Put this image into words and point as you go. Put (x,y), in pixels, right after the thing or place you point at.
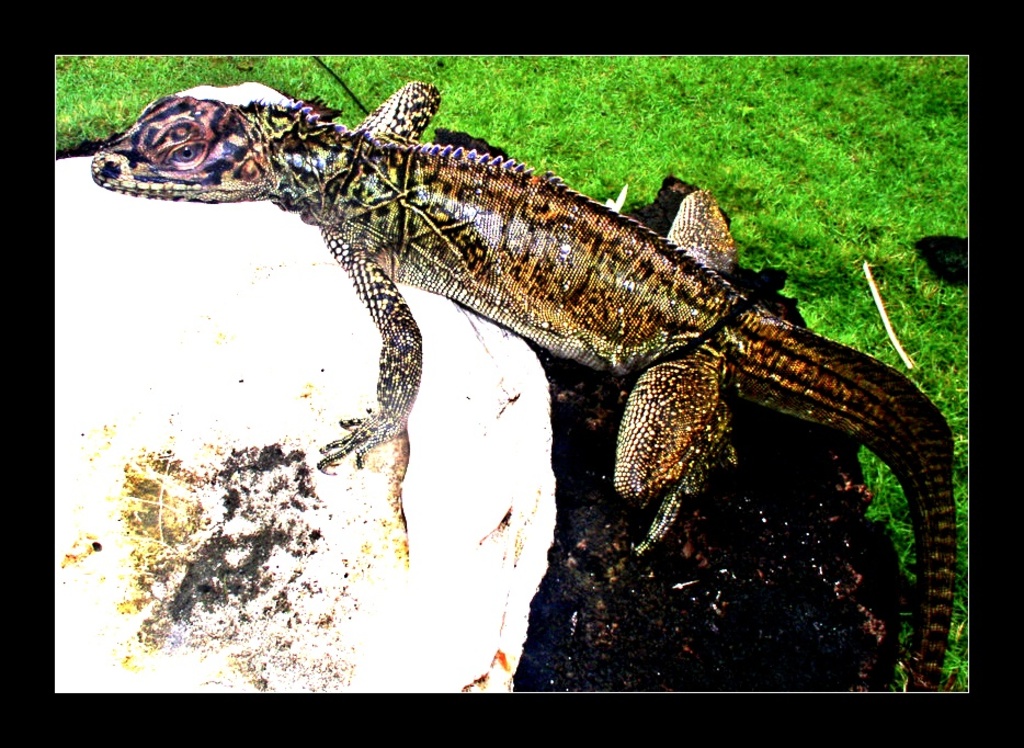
In this image I can see a reptile (411,122) which is in brown color. Background (885,125) I can see grass (702,134) in green color.
